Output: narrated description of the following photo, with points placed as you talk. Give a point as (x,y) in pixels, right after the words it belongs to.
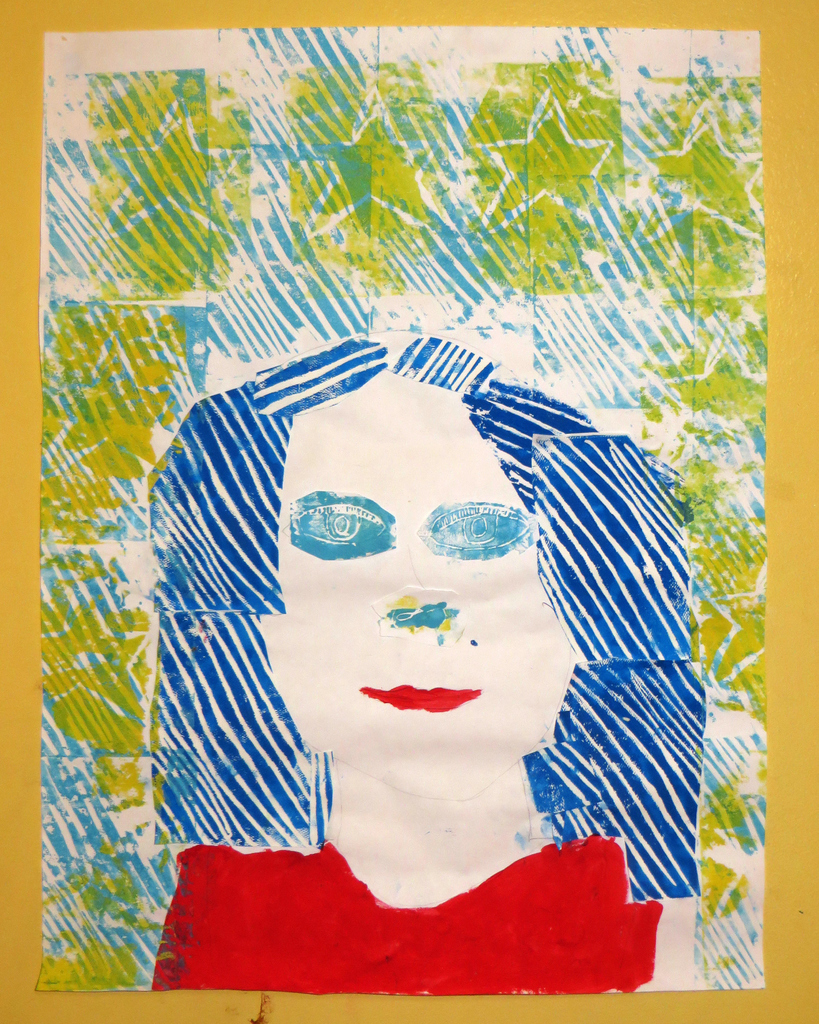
This image is a painting. In this we can see a lady (688,855).
